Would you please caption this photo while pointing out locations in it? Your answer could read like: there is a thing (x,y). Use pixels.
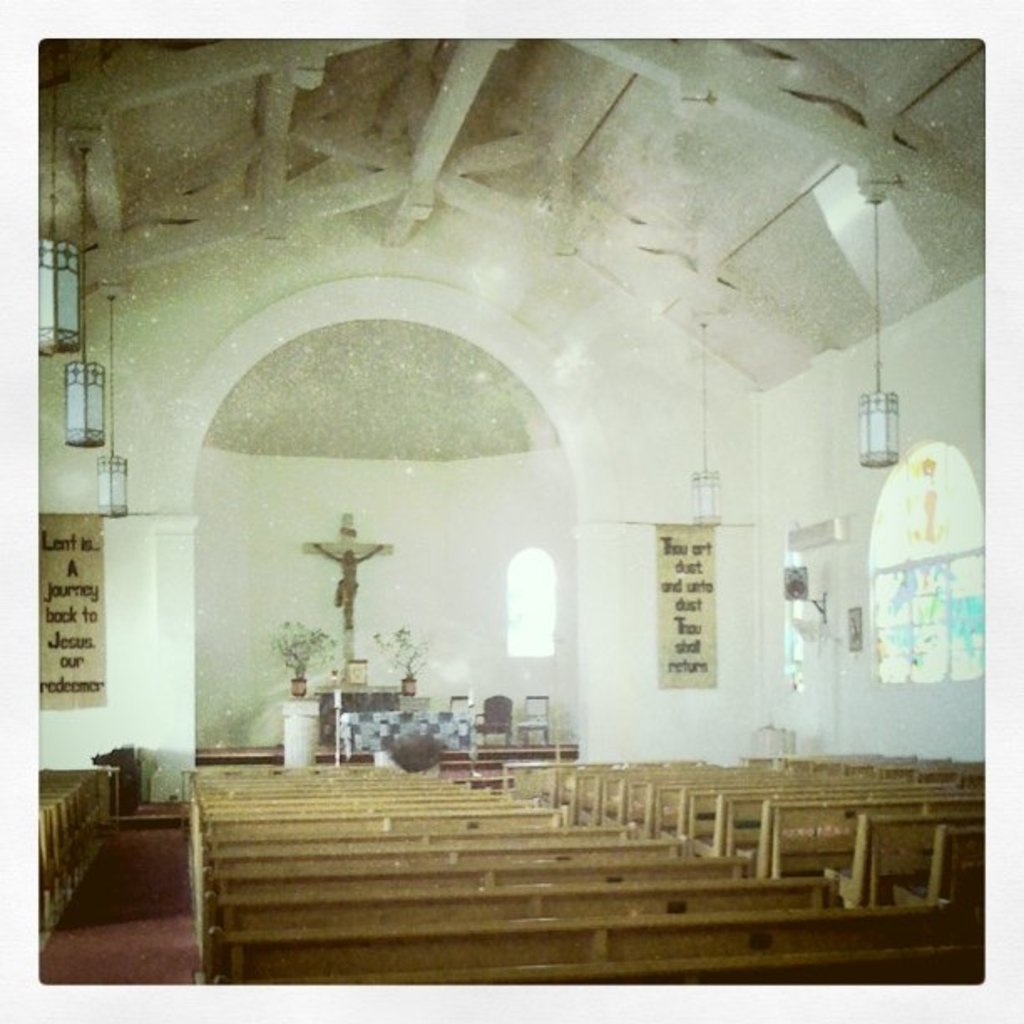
In this image I can see at the bottom (452,905) there are benches (470,914), it looks like an inner part of the church (504,593).
